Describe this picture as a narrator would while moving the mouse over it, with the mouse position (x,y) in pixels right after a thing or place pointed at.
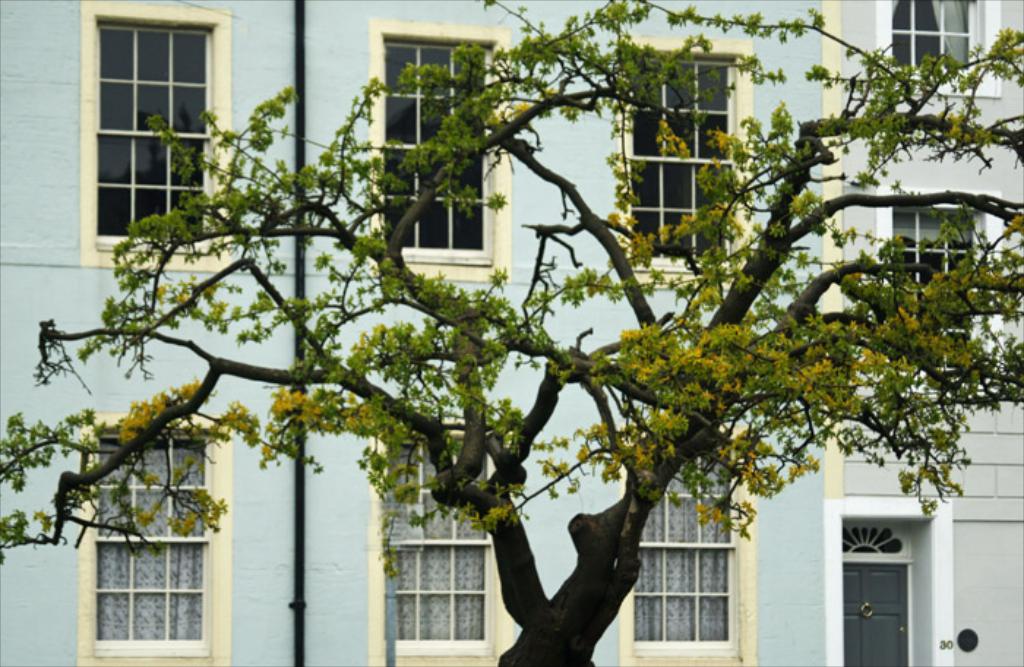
In this picture I can see a tree (522,609), a building (527,471) which has windows (720,596), doors (875,602) and a pipe (294,346).
